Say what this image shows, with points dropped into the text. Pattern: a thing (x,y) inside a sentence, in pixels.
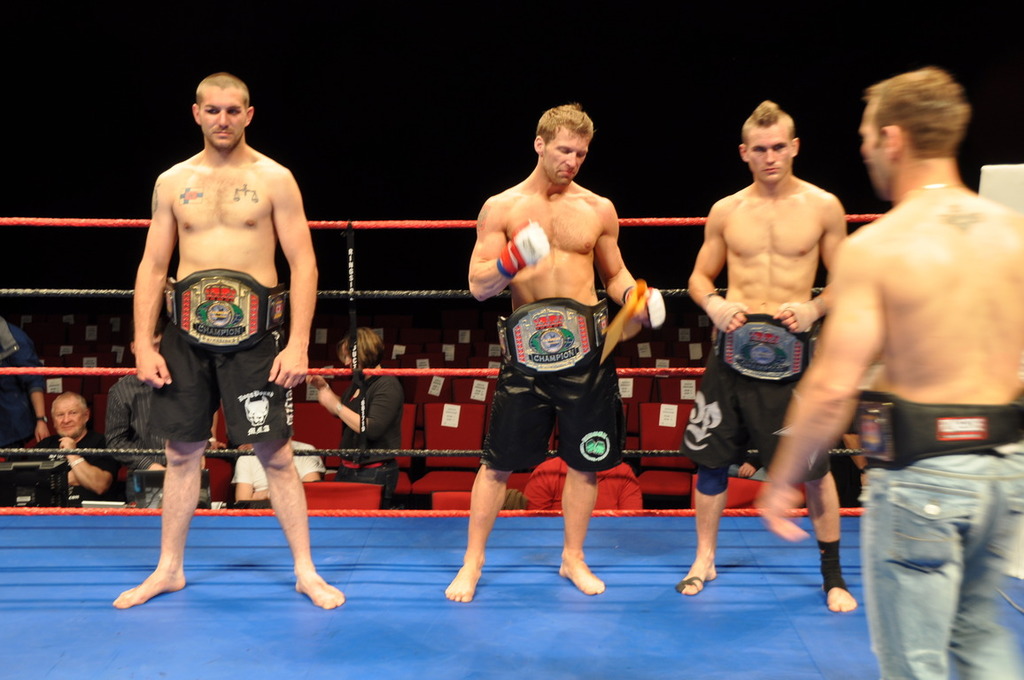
In this image we can see the people (764,248) standing on the boxing floor (90,616). In the background (22,355) we can see a few people (132,415). We can also see the chairs (412,348) with some text papers (667,413) attached to it.
